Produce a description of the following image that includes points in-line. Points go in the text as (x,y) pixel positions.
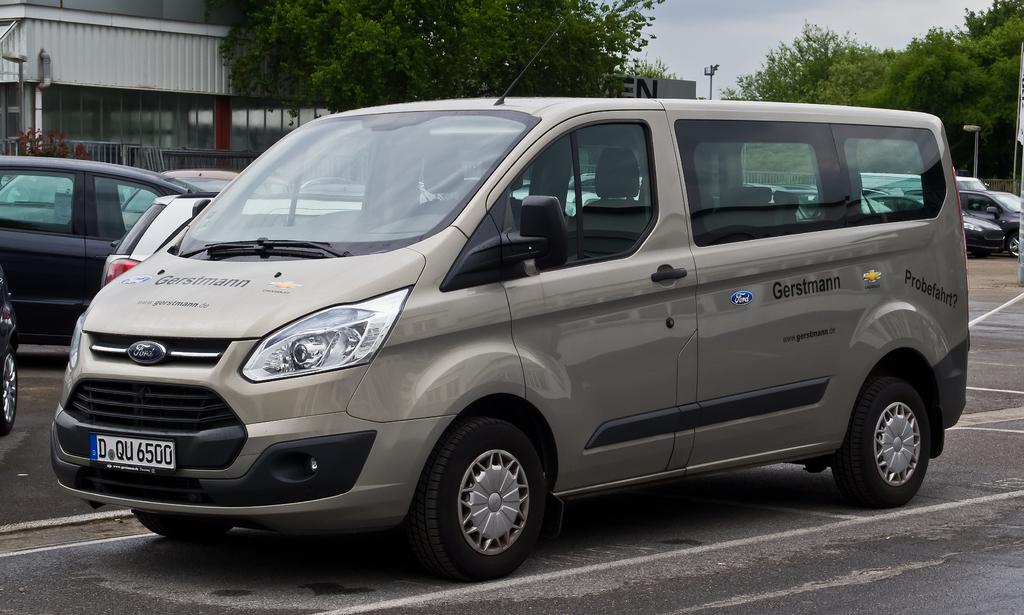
In the picture I can see vehicles (492,328) on roads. In the background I can see trees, buildings (104,87), poles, the sky (717,86) and some other objects (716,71).
